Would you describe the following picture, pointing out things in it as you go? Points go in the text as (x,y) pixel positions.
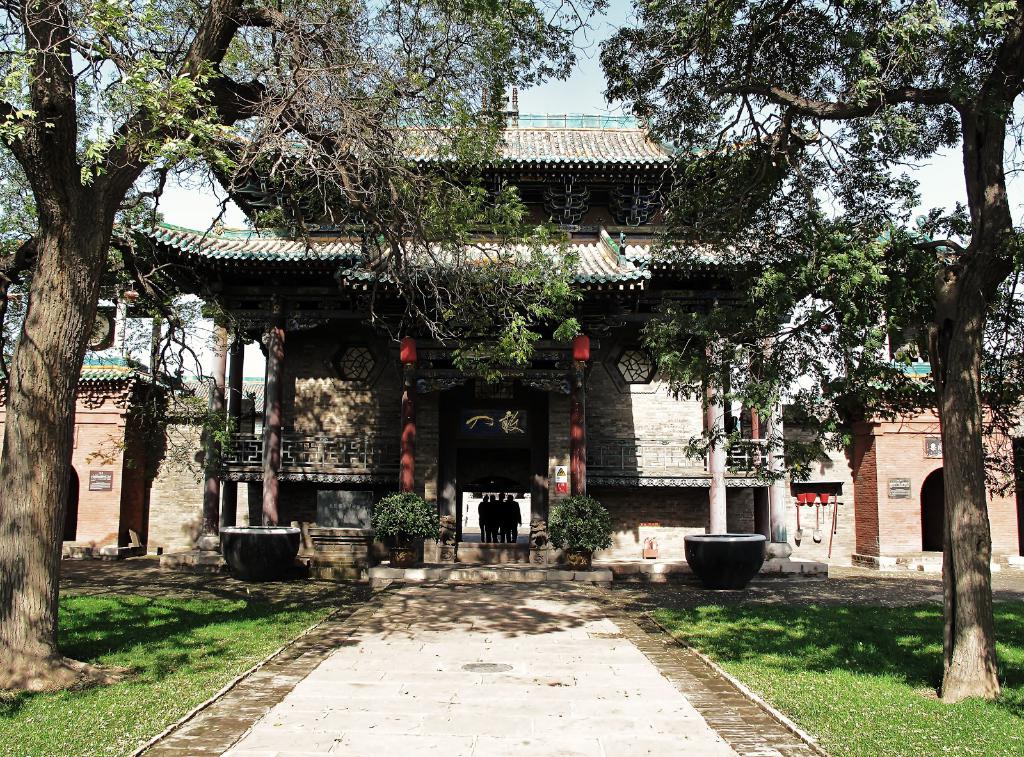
At the bottom of this image (491,668) there is a path (466,649). On both sides of the path (307,676), I can see the grass (765,657) and trees (949,419). In the middle of the image (446,364) there are few buildings (342,442). There are few people (500,509) standing inside the building (447,450). At the top of the image (591,42), I can see the sky (599,79). In front of this building (370,454) there are stairs (483,551), plants (431,529) and some other objects (704,581) are placed.
